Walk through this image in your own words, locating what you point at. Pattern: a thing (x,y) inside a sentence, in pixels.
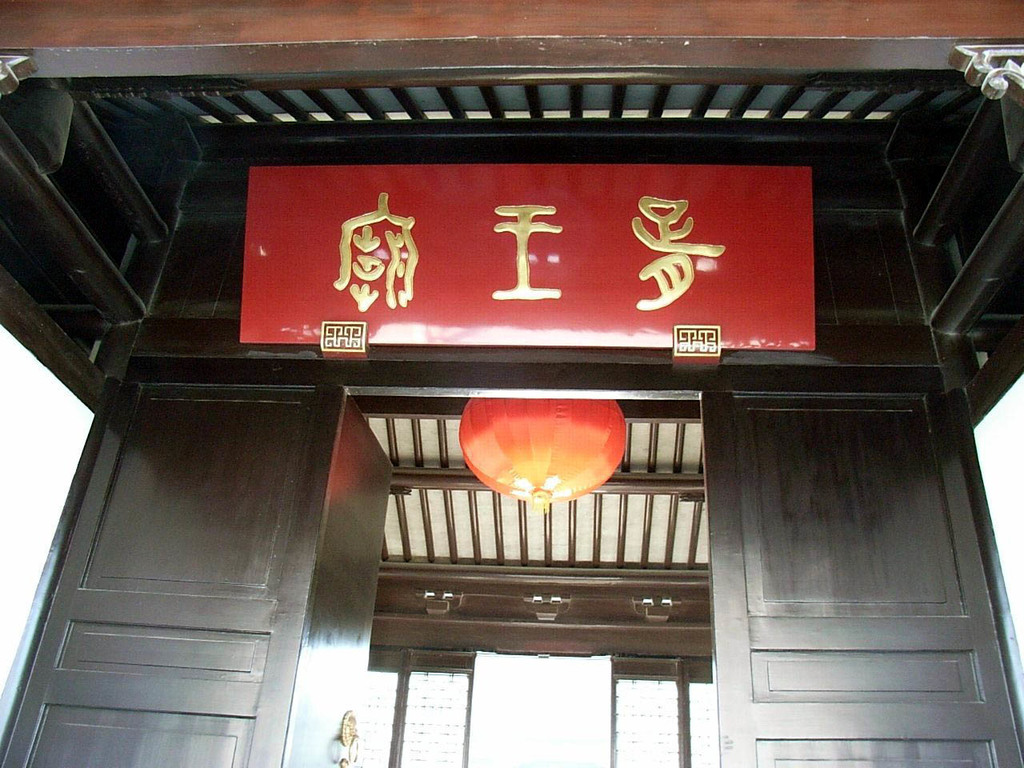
In this image there is a wooden object (309,568) which is black in colour and there is a board (556,298) with some text (540,292) written on it which is in the foreign language and it is in red in colour and there is a light (551,439) hanging.
